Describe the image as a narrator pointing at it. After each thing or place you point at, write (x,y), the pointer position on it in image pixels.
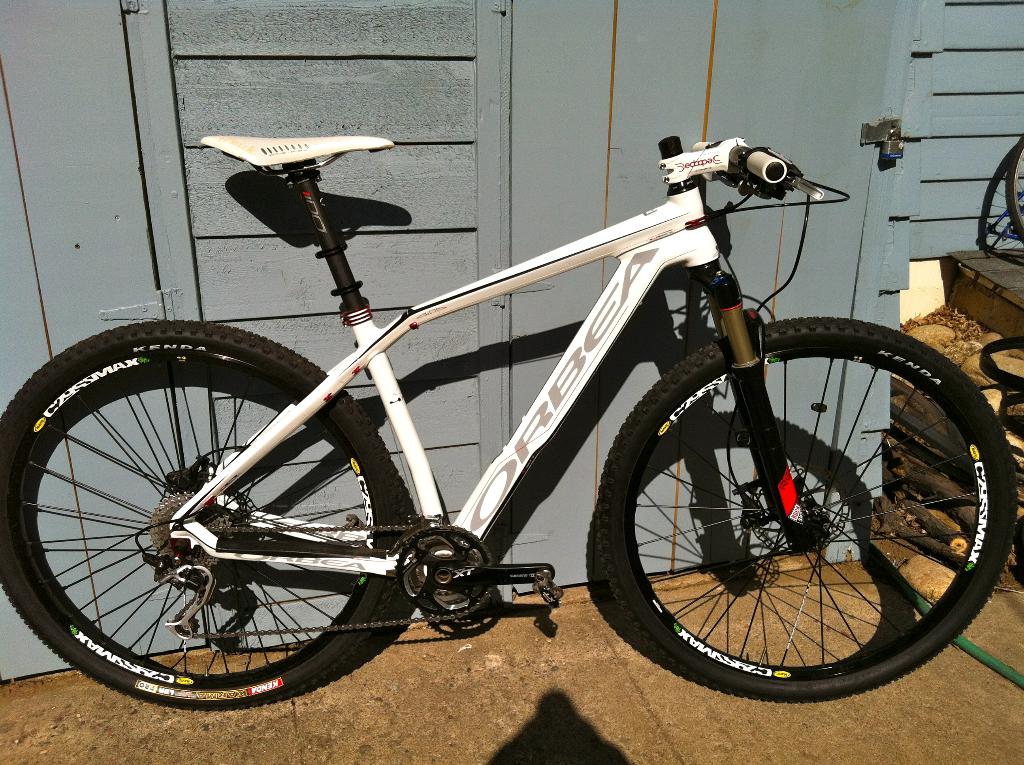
In this picture we can see the white and black wheel bicycle (720,675) is parked in the front (713,674). Behind we can see the grey color door (617,121).
